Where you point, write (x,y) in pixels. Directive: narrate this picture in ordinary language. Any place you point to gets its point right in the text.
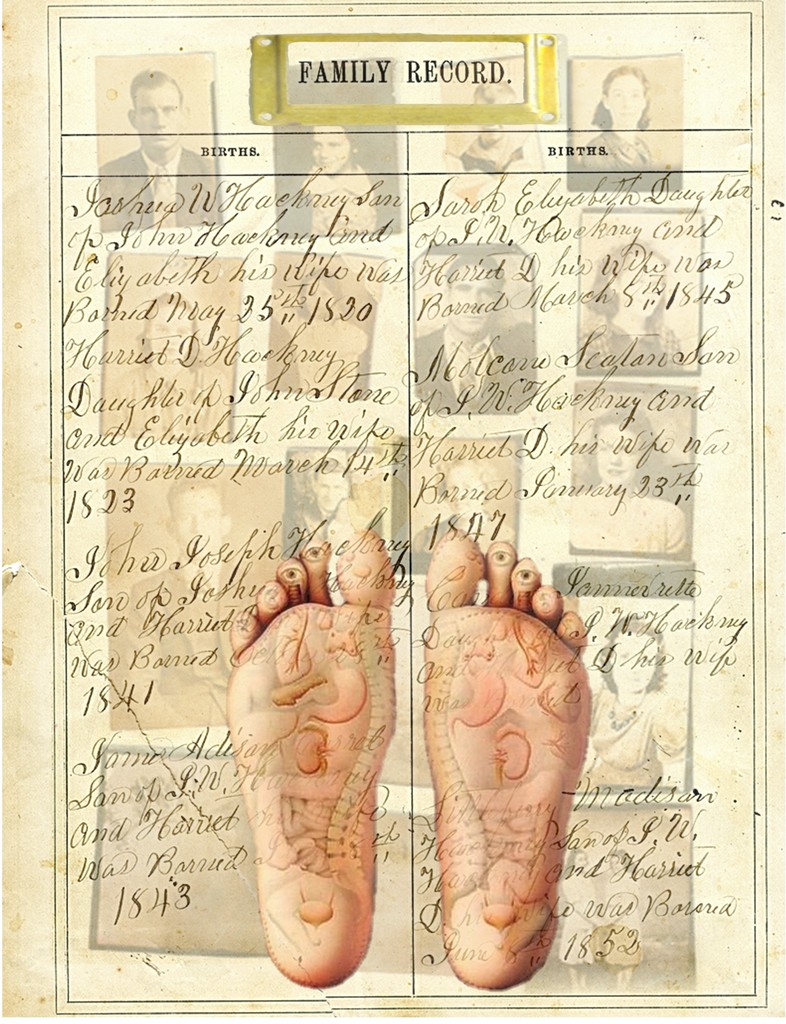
In this image I can see the paper (403,327). In the paper (382,312) I can see the text (354,395) and there are two legs (321,677) of the person (275,711). I can also see many pictures (134,94) of the people (611,430). There is a family record (366,119) is written in the top of the page (206,31).
